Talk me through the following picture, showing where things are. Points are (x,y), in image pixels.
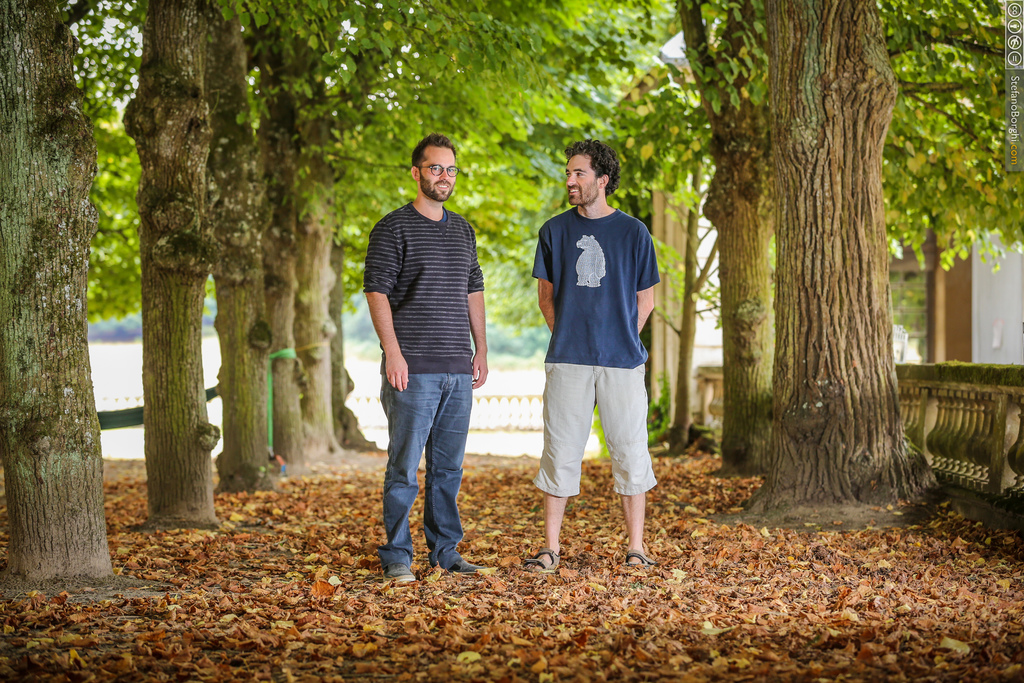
This is an outside view. In the middle of the image (468,309) there are two men (424,338) standing and smiling. On the ground (425,653), I can see the dry leaves (398,630). On the right (843,474) and left side of the image (64,289) there are many trees (827,354). On the right side (956,405) there is a railing (962,419) and a building (964,308).
